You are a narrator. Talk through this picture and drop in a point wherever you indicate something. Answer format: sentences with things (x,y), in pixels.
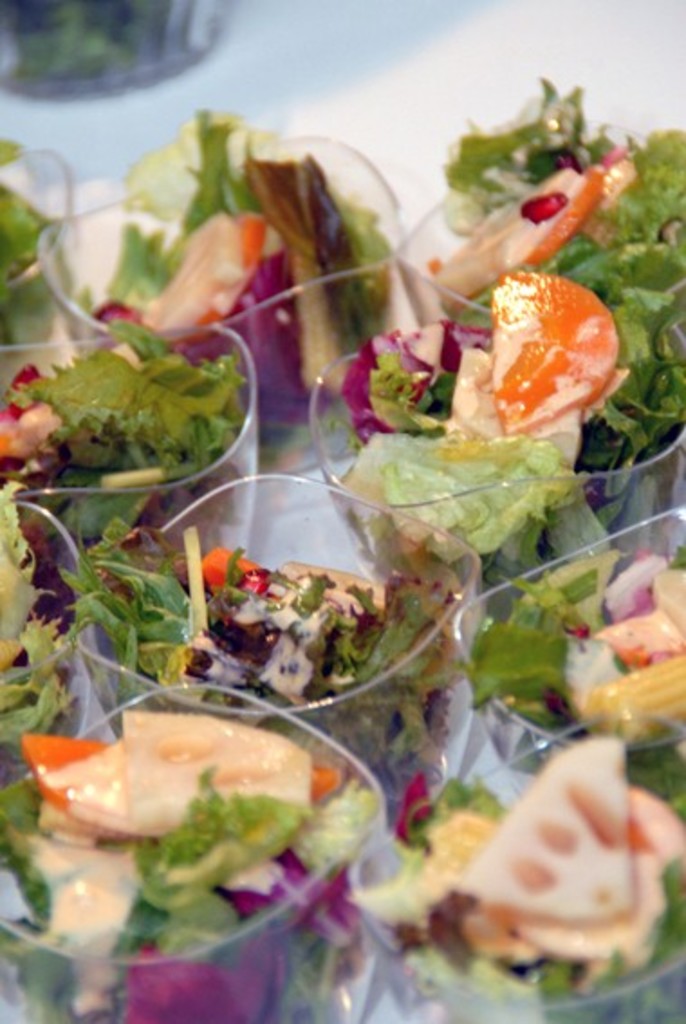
In the picture there is some salad (325,573) served in the cups (264,454) and kept on a white surface (385,55).
